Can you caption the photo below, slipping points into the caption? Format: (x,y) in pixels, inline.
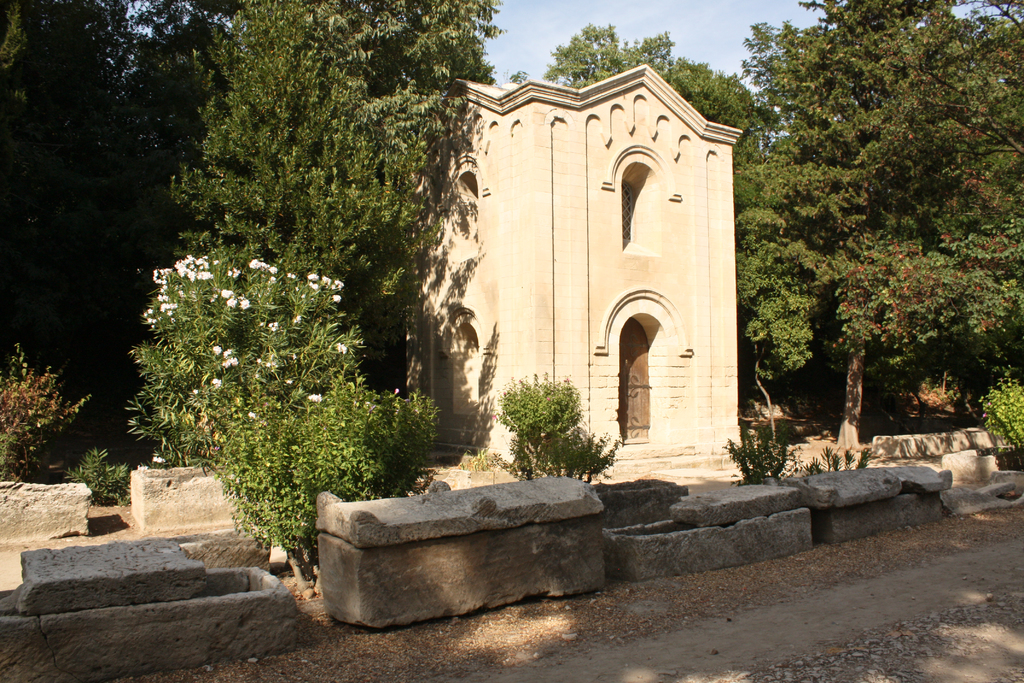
In this image we can see trees (855,124), sky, building (643,338), plants (179,340), shrubs (192,355), stones (653,527), rocks (524,541) and ground (635,608).
